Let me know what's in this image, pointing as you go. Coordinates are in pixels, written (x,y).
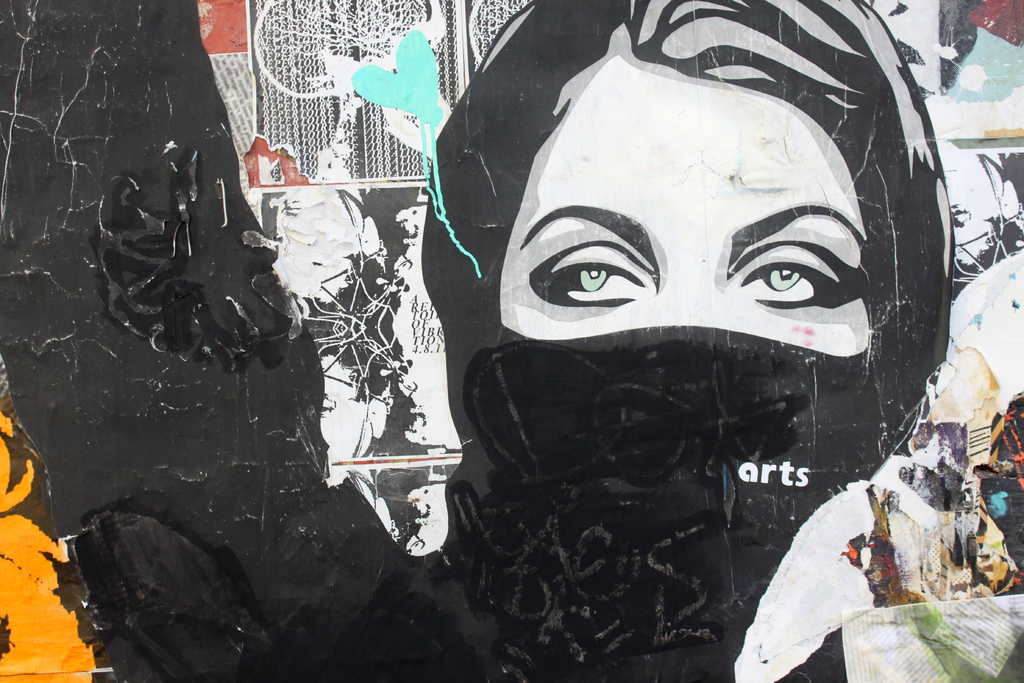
In this image we can see a wall painting (459,474). In the center of the image (630,399) there is a lady (694,102) wearing a mask (794,370) and we can see some papers (442,7) pasted on the wall (932,323).
